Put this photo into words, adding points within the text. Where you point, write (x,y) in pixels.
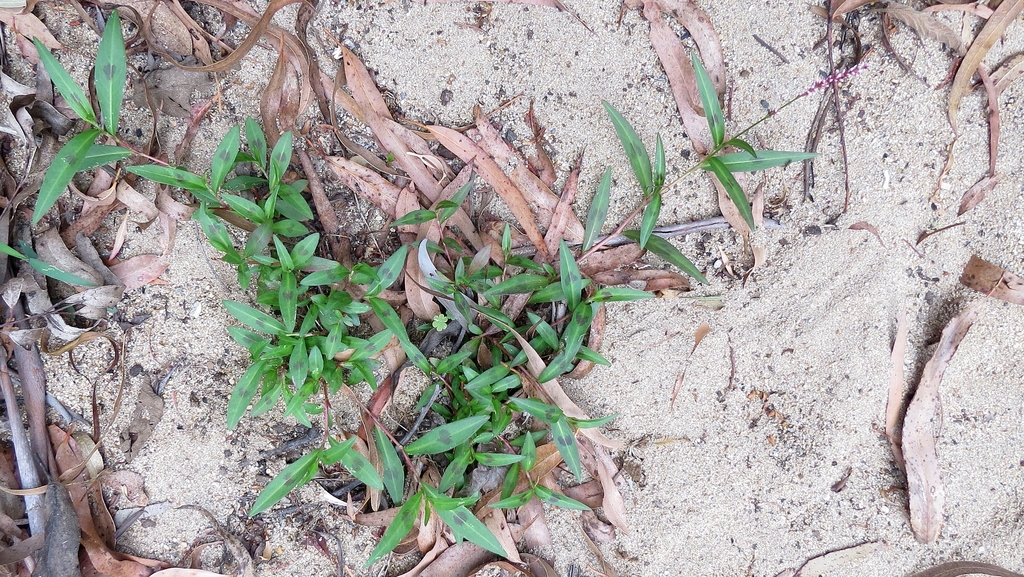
In this picture we can see plants (285,249) and dried leaves (229,52) on the sand (680,306).
